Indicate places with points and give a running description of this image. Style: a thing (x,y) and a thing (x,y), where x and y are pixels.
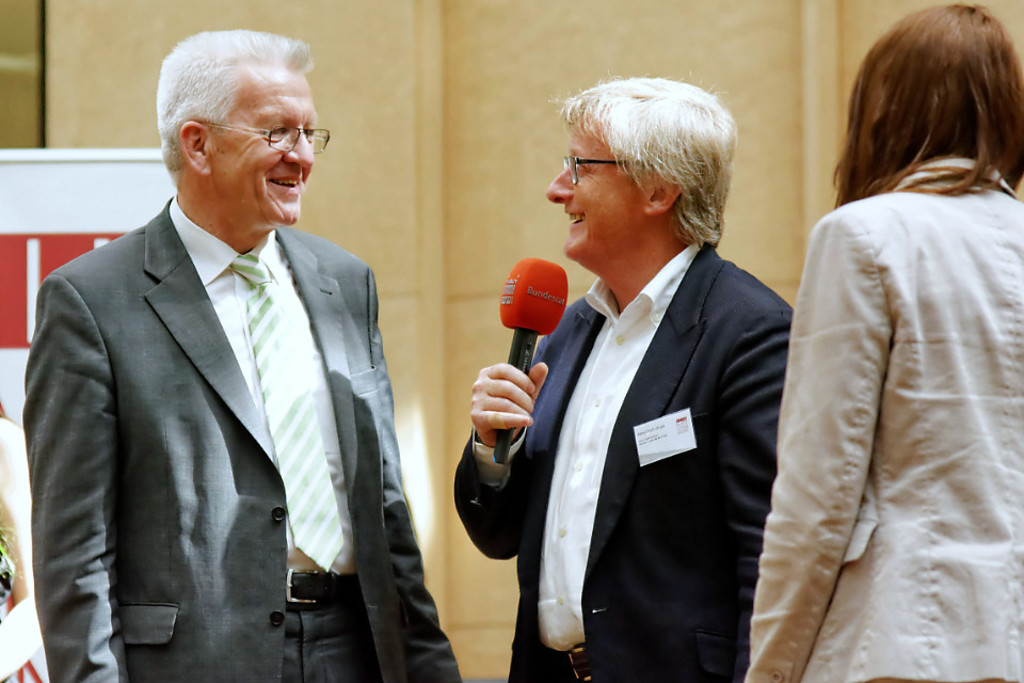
As we can see in the image there are three people (365,341) standing. Among them the person (618,455) who is standing in the middle (577,343) is holding mike (526,363) in his hand (489,382).
